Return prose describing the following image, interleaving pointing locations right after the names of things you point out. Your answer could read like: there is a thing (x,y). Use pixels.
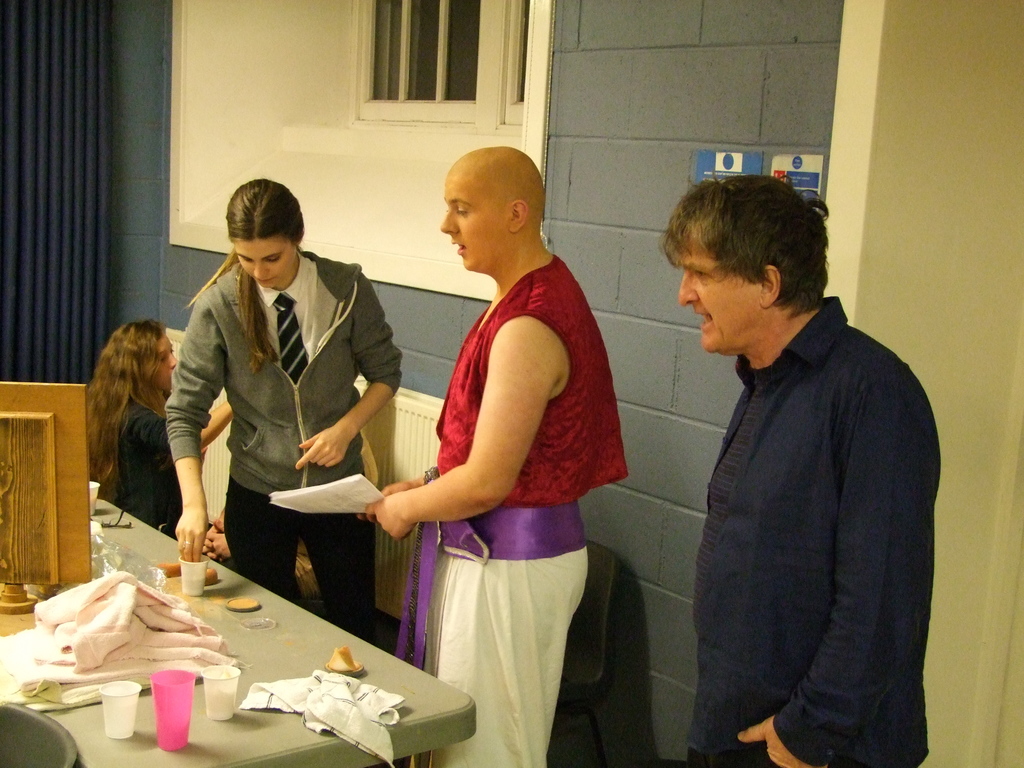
In this i can see a curtain (88,331) on the left side (39,232) and i can see a wall (292,93), on the wall (314,87) there is a window (407,101) and i can see a table (142,704), on the table (83,733) there are the some glasses (157,684) and clothes (127,601). And a woman (197,464) put her hand (188,547) on the glass (186,565). And i can a person (781,484) on the right side (815,480) wearing a black color jacket (816,479) and i can a person (512,594) wearing a red color jacket (549,452) on the middle (429,482), his holding a paper (341,508) on his hand (415,479).
